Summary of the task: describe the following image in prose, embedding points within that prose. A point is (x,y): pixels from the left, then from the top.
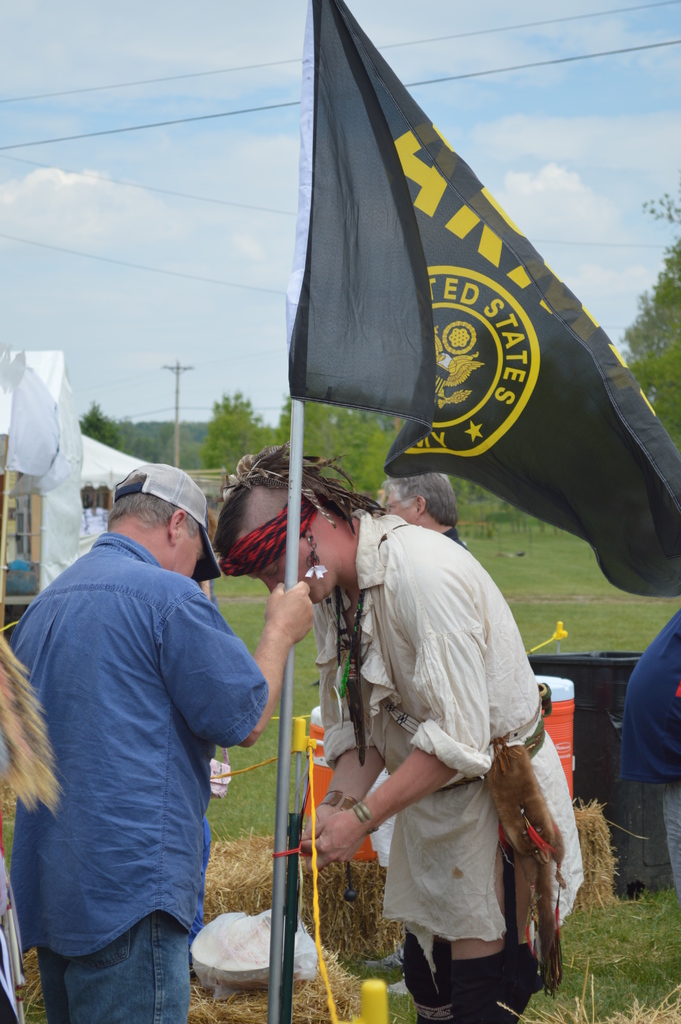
In this image we can see few people (261,709). One person (186,529) is wearing cap (171,491) and holding pole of a flag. On the ground (586,968) there is grass (584,972). Also there are few other objects (316,887). In the background (662,327) there are trees (646,348). Also there is an electric pole (176,367) with wires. And there is sky (152,227) with clouds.
